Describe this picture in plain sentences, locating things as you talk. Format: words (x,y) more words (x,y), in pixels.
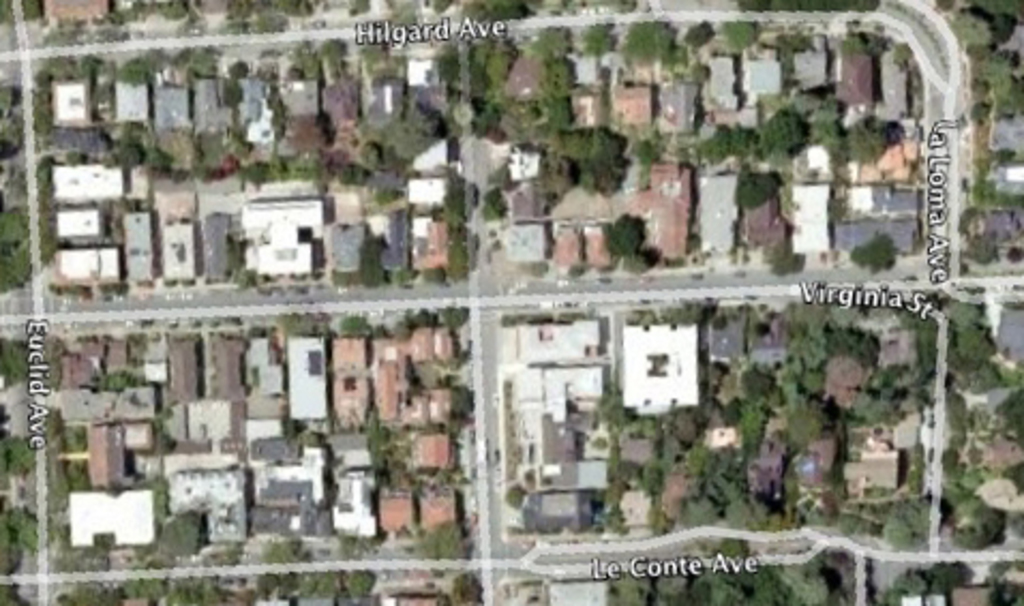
In this picture I can see the google image. In that image I can see the road (472,187), trees (798,373), buildings (657,351) and other objects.
